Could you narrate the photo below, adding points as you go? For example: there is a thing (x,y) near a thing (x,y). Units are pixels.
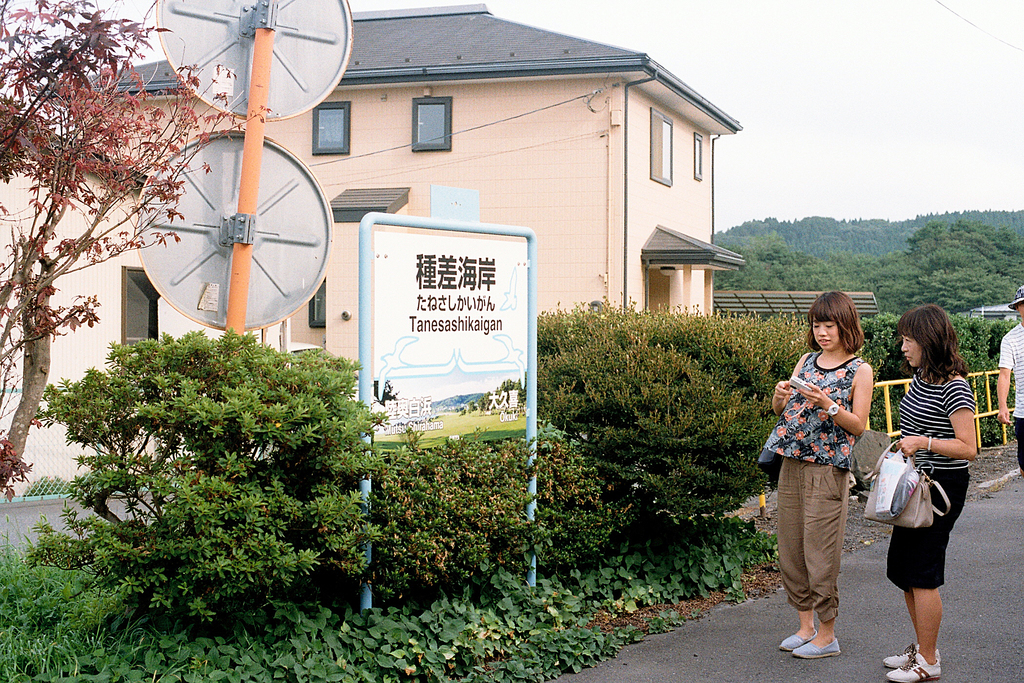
In this image, we can see people (815,418) standing and one of them is wearing a bag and holding an object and there is another lady (923,459) holding a bag (909,483) and holding some objects (901,481). In the background (440,356), there are shrubs (391,457), boards (199,200) and trees (103,127) and there is a building (580,149). At the bottom (712,645), there is a road (738,616) and at the top (840,108), there is sky (840,108).
